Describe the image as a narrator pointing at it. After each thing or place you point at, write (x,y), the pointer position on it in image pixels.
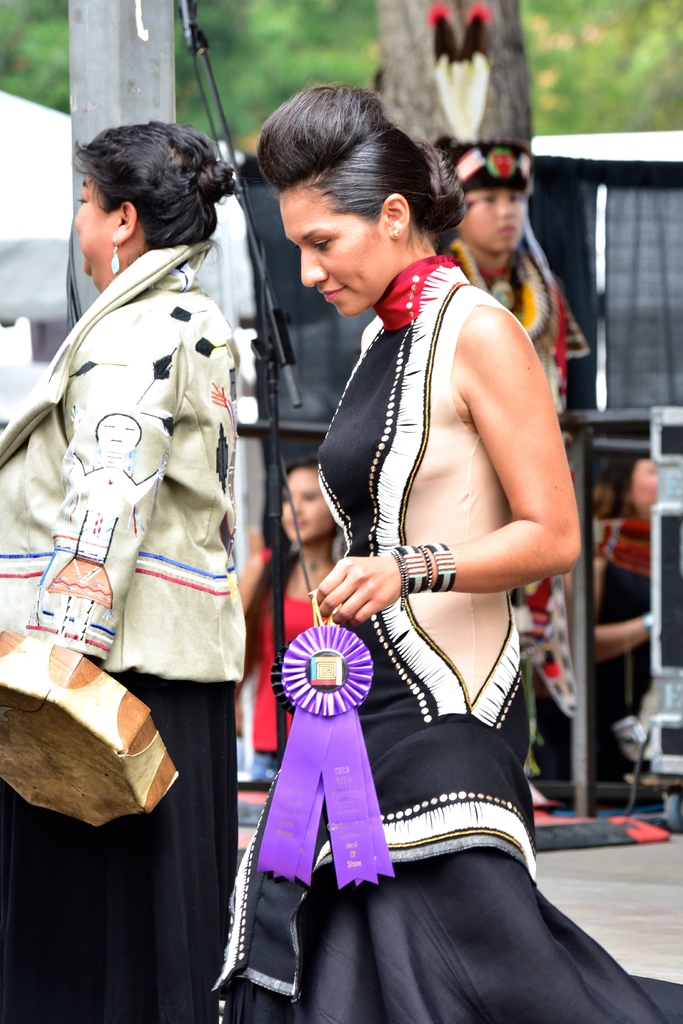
In this picture in the middle (455,619), we can see a woman (467,590) standing and she is also holding something in her hand (393,582). On the left side (110,350), we can also see another woman (73,553) standing. In the background (506,228), we can see group of people (497,223), pole (119,114), trees (261,67) and speakers (677,632).
